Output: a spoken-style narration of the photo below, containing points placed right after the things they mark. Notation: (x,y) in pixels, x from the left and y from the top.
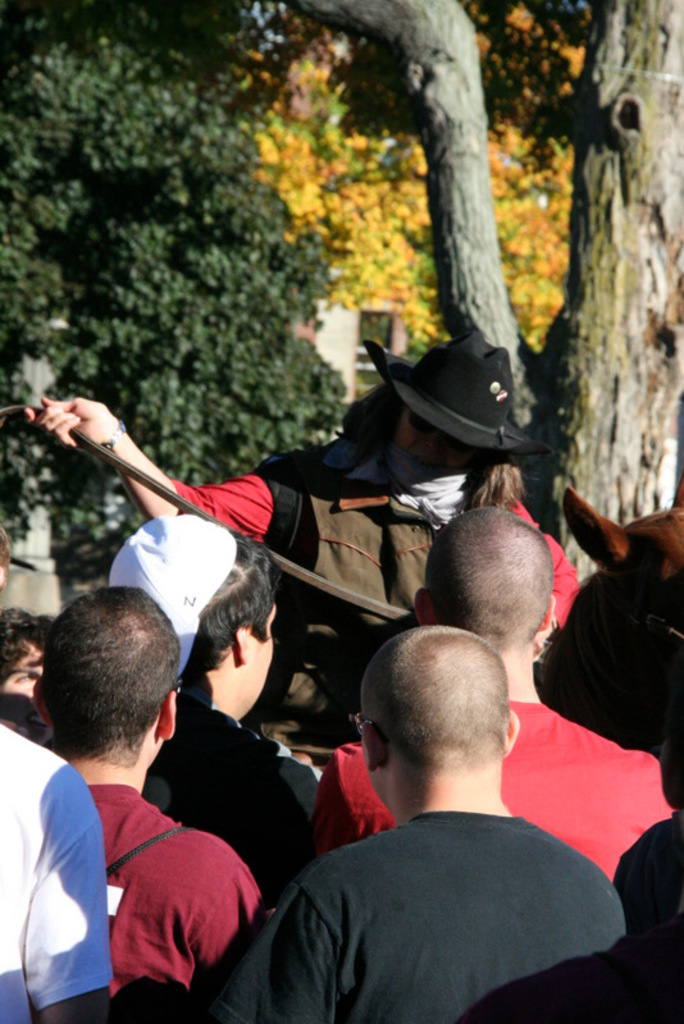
In the center of the image (397,489), we can see a person (369,490) wearing hat (510,448) and holding an object (319,584). In the background (343,230), there are trees (428,208) and there are some people (343,756).
